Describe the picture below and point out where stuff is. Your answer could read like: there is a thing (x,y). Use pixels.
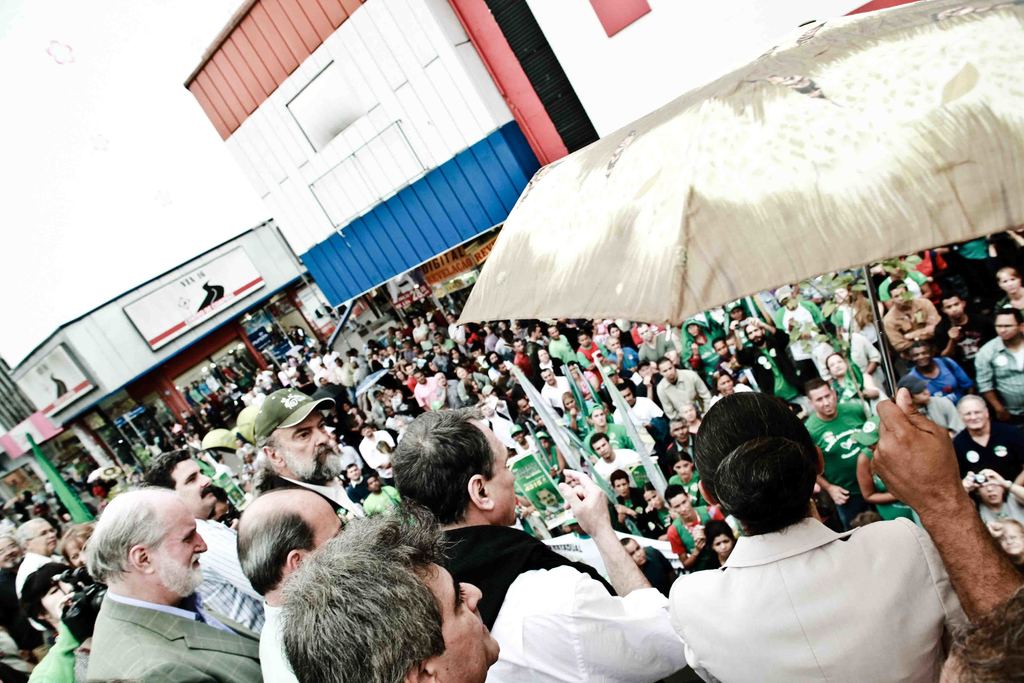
In the picture I can see few persons (288,588) standing and there is a hand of a person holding an umbrella (831,181) in his hands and there are few people (582,380) standing in front of them and there are few buildings (507,126) in the background (343,158).
